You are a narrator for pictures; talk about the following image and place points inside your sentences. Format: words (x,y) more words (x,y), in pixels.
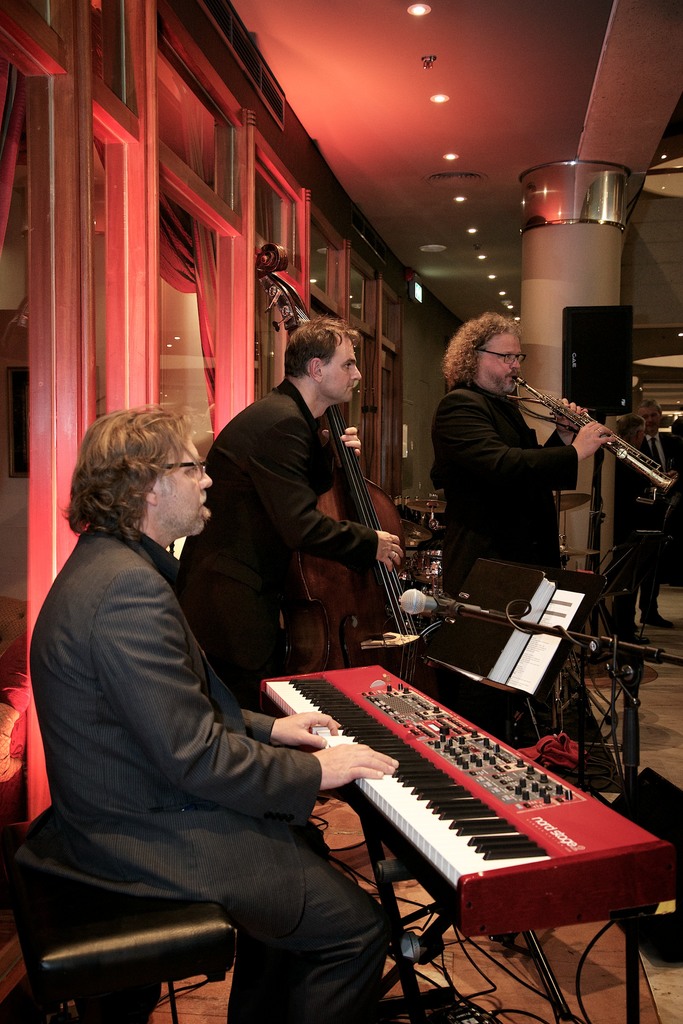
In this image I see 3 men (290,1023) and all of them are with musical instruments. In the background (74,5) I see the windows (38,384), lights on the ceiling (500,220), speaker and few people (634,447) over here.
